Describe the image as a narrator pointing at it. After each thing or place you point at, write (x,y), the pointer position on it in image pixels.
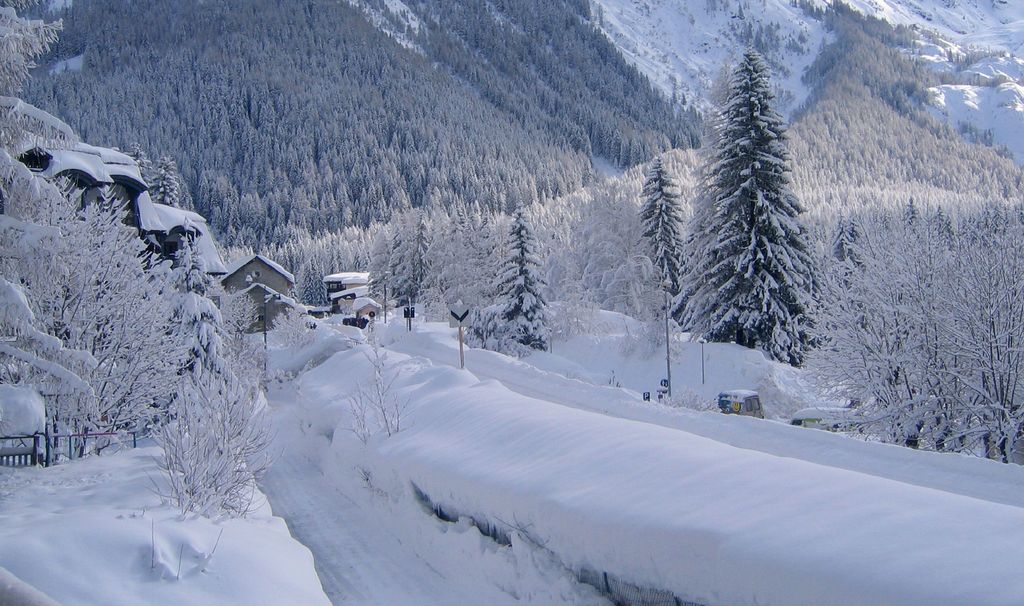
This image consists of many trees (336,216) covered with snow (29,223). At the bottom (551,497), there is snow (704,518). In the front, we can see many houses (341,304). In the background (750,15), there are mountains (251,84).
